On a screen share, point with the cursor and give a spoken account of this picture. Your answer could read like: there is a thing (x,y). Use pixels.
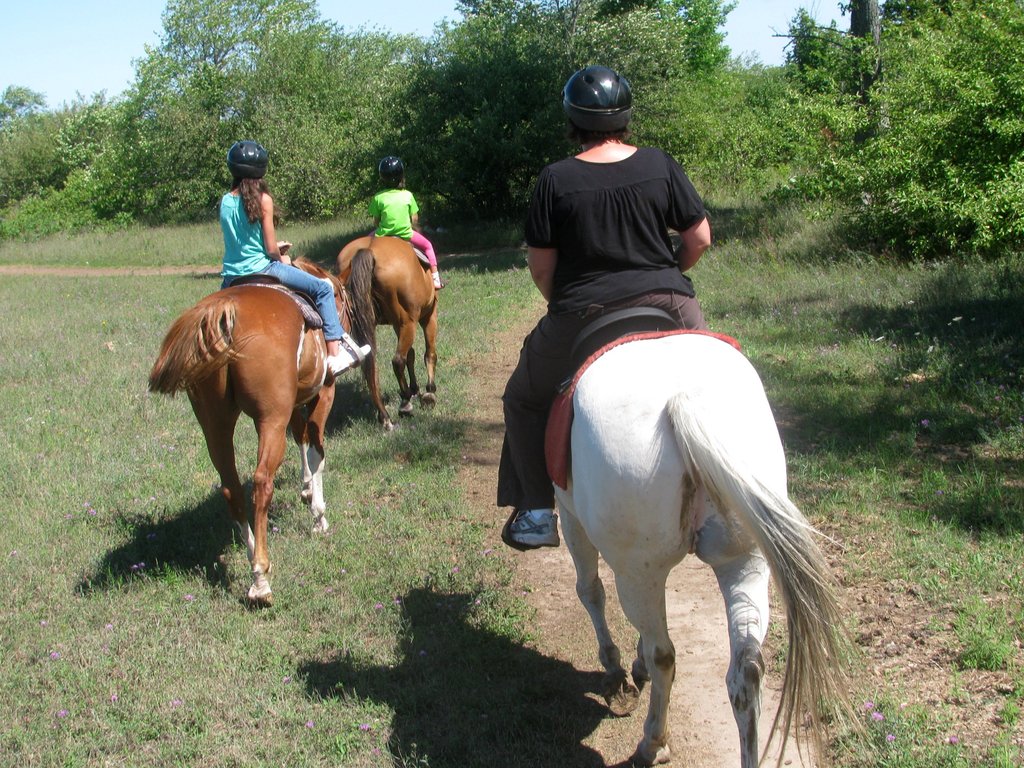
In front of the picture, we see a woman (645,212) is riding a white horse (662,574). At the bottom (582,633), we see the pathway (554,664) and the grass (399,647). On the left side (277,399), we see the two girls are riding the brown horses (321,376). On the right side (915,137), we see the trees (926,143). There are trees (343,130) in the background (154,75). At the top (77,53), we see the sky (112,75).
